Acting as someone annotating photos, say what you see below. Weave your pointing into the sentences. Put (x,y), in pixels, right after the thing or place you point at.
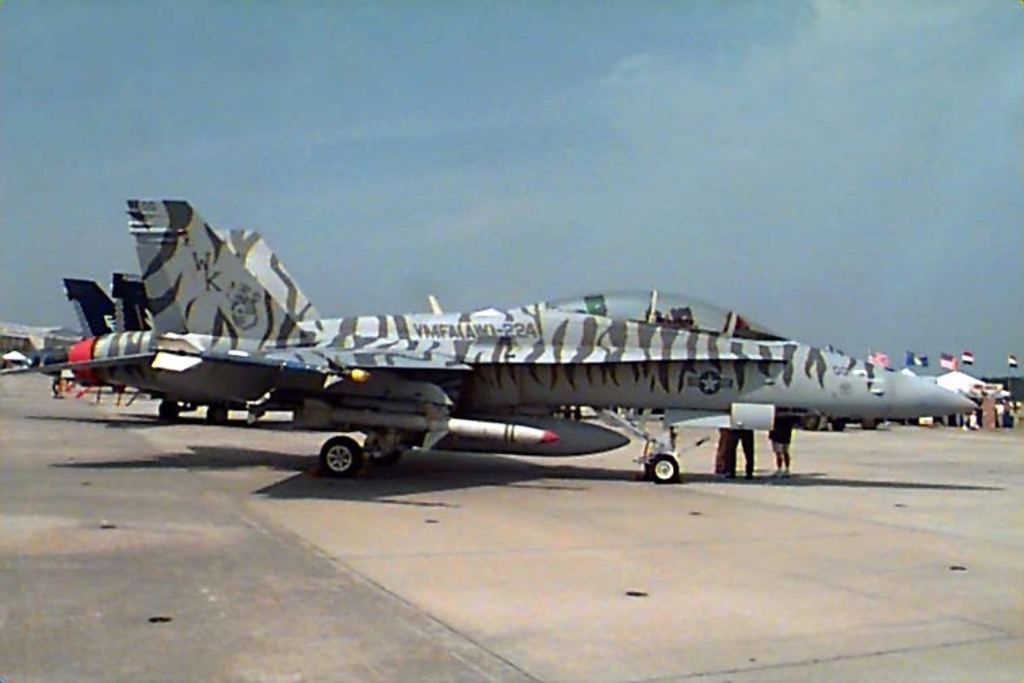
Here we can see airplanes (606,415) on the road (682,511). There are flags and few persons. In the background (314,222) there is sky (412,208).
